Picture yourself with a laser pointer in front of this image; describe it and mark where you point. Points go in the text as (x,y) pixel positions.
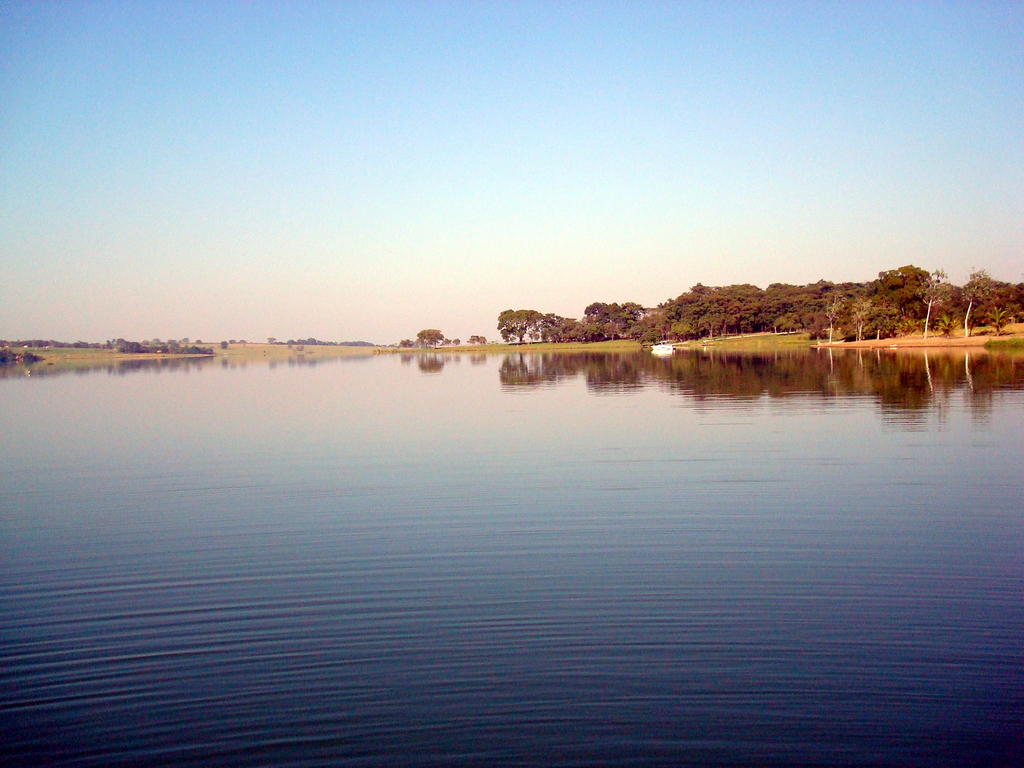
In the image we can see water (470,553), grass (63,350), plant (738,320) and a pale blue sky (446,184), there is an object (661,349) in the water (620,367).
